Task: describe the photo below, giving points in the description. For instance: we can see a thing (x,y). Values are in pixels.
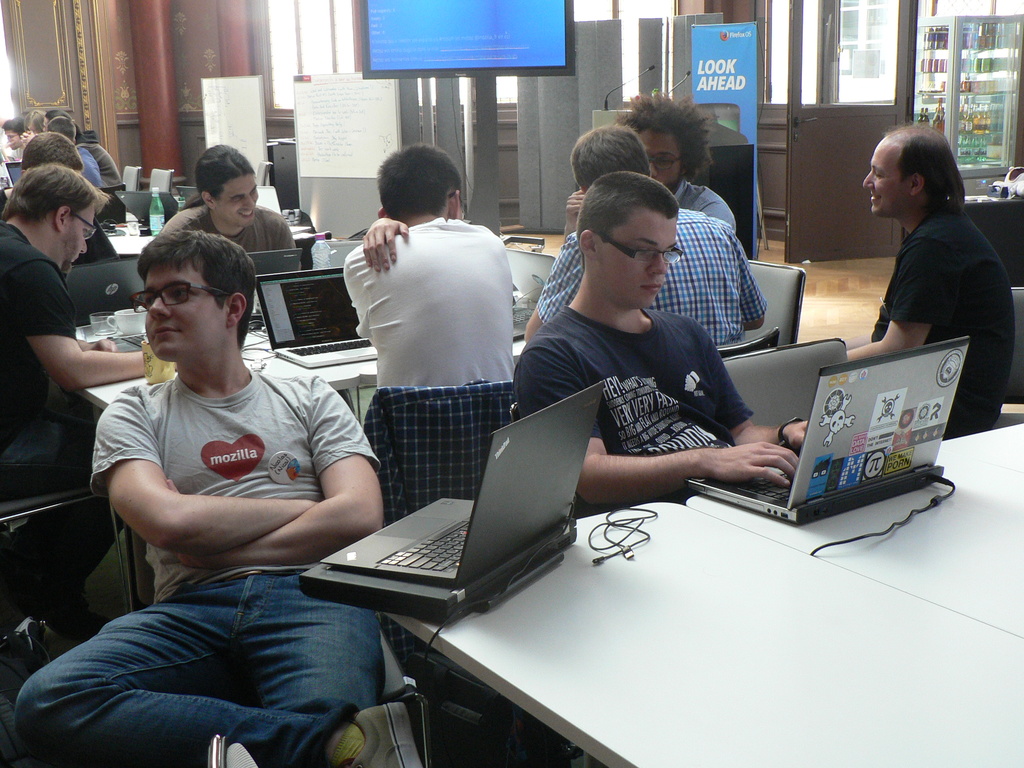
In this image there are group of people (338,489) sitting around the tables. Towards the left (180,248) there is a person (84,654), he is wearing grey t shirt (160,465), blue jeans (149,646) and shoes (370,714) and he is staring, besides him there is another person (580,343) wearing spectacles (638,253), blue t shirt (656,373) and working on the laptop (927,354). Towards the right (966,221) there is a man (970,376) wearing black t shirt (995,344). Behind them there are some more persons (257,250) working on the laptops (272,257). In the right corner (986,50) there is a fridge (1006,90), board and television (557,66).
